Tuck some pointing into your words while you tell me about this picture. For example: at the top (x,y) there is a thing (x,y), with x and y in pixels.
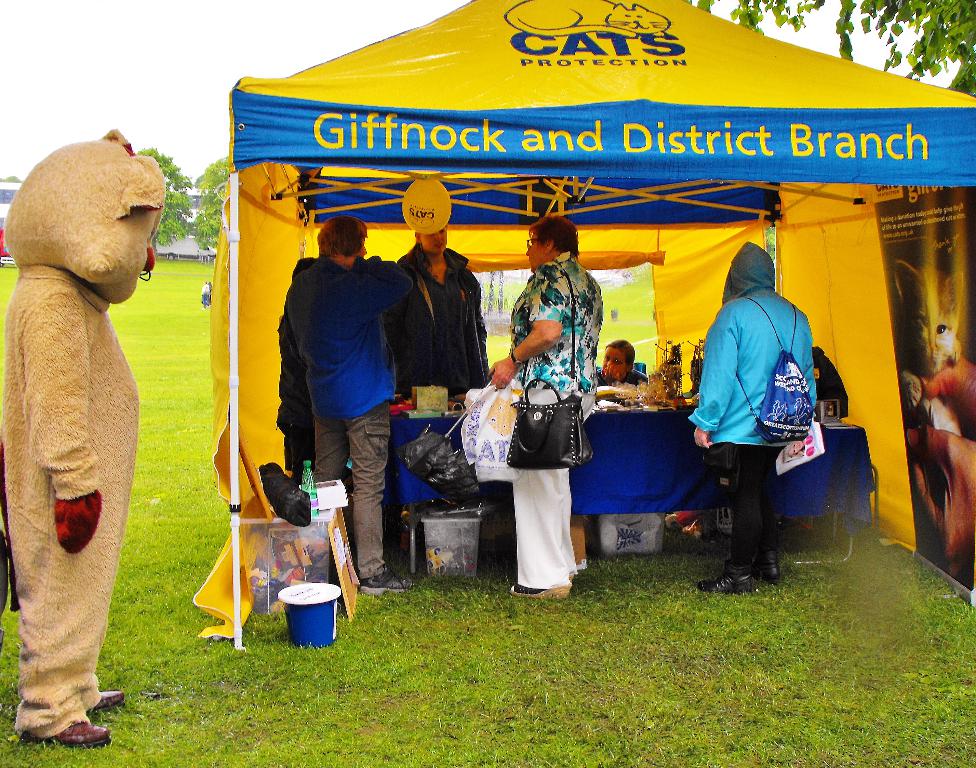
In the left of the image (78,324) there is a person (62,515) with bear costume (105,479) and brown shoes (73,727). In the middle of the image (361,297) there are six persons (356,323) five are standing one is sitting behind the table (638,469). The table (667,479) is covered with blue color cloth (683,477), there are many boxes (571,534) under the table (693,487). Green color bottle (307,483) is on the box (293,529). At the back of the tent (255,218) there are two green trees (203,202), at top of the image (160,57) there is a sky (157,53) and there is a building (4,189).
